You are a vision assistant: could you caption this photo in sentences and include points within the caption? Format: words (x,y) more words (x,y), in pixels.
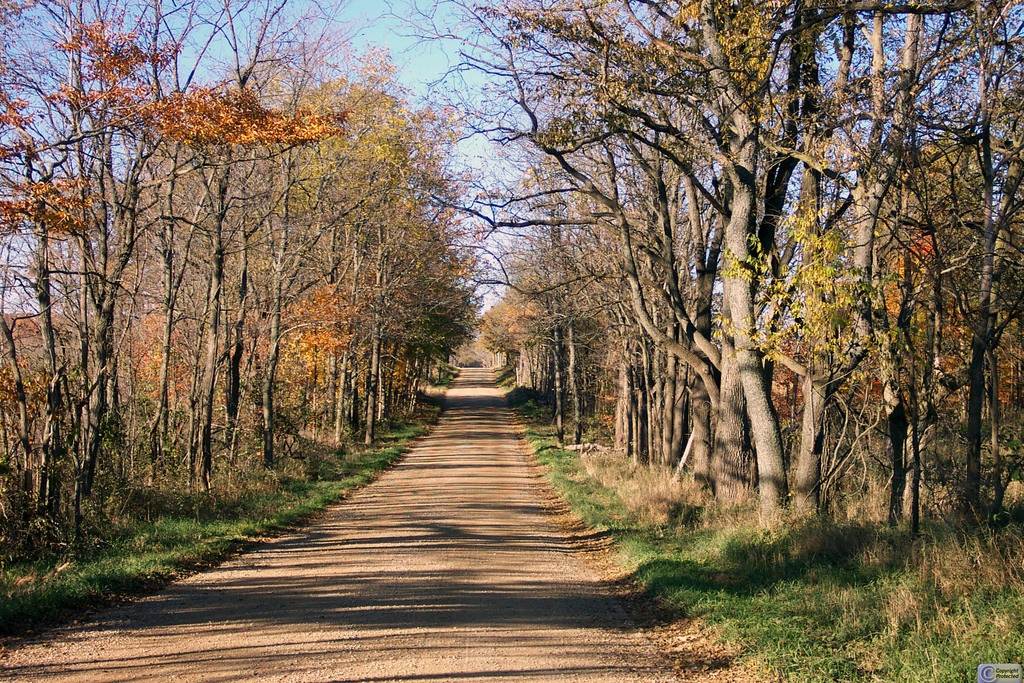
In this image I can see the road (469,510). I can see some grass (52,595) and few trees (810,334) which are green and orange in color on both sides of the road (478,444). In the background (487,78) I can see the sky (408,76).
